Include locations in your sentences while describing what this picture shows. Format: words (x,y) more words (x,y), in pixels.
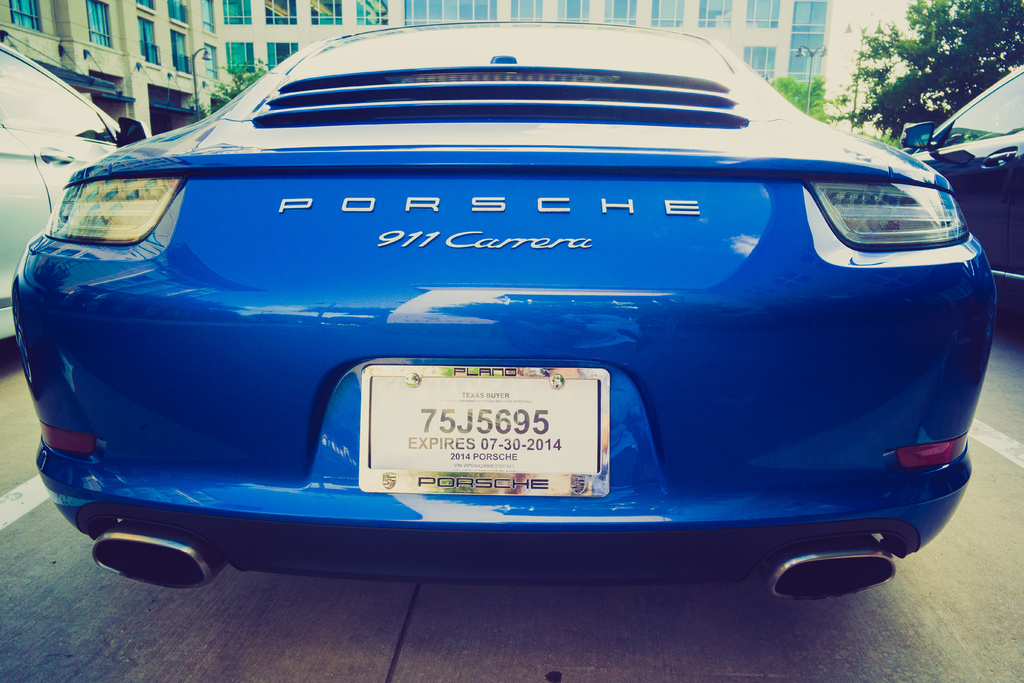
In this picture we can see few cars (147,573) on the road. There are few trees (892,54), poles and a building (150,39) in the background (882,103).
